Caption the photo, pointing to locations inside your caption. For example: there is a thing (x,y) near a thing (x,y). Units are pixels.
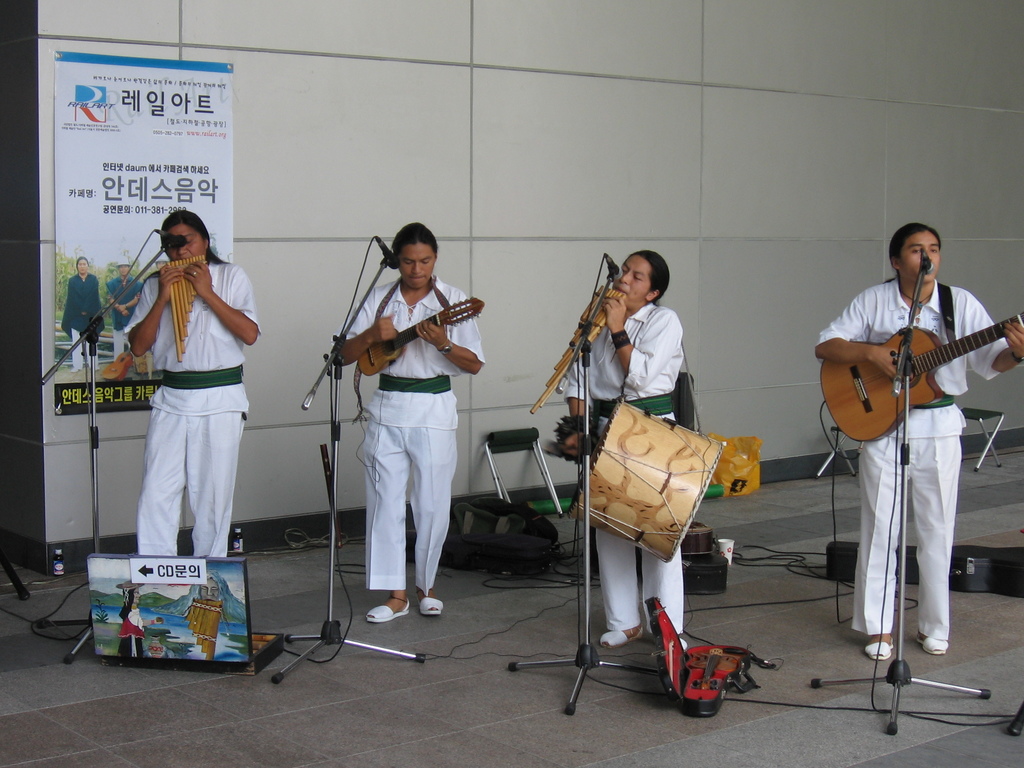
This group of people (190,346) are standing in-front of a mic (900,570) and playing a musical instruments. A banner (117,95) is attached to a wall (384,217). This is a box (238,601). This are guitar bags (961,567).
